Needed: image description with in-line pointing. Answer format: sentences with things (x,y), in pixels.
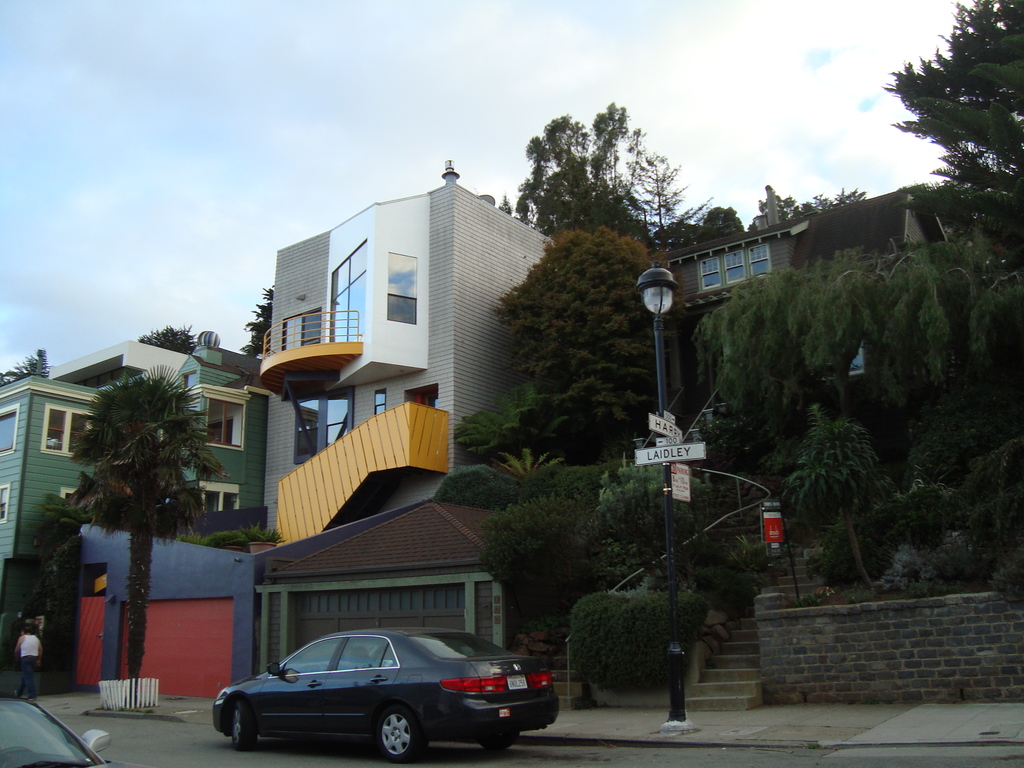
In this picture we can see cars (61,755) on the road (567,754), name boards (666,431) attached to a pole (670,726), steps (696,702), trees (617,351), walls (894,641), buildings (416,373) with windows (326,446) and a person (22,635) walking on a footpath (150,716) and in the background (474,143) we can see the sky (507,147) with clouds (596,104).
